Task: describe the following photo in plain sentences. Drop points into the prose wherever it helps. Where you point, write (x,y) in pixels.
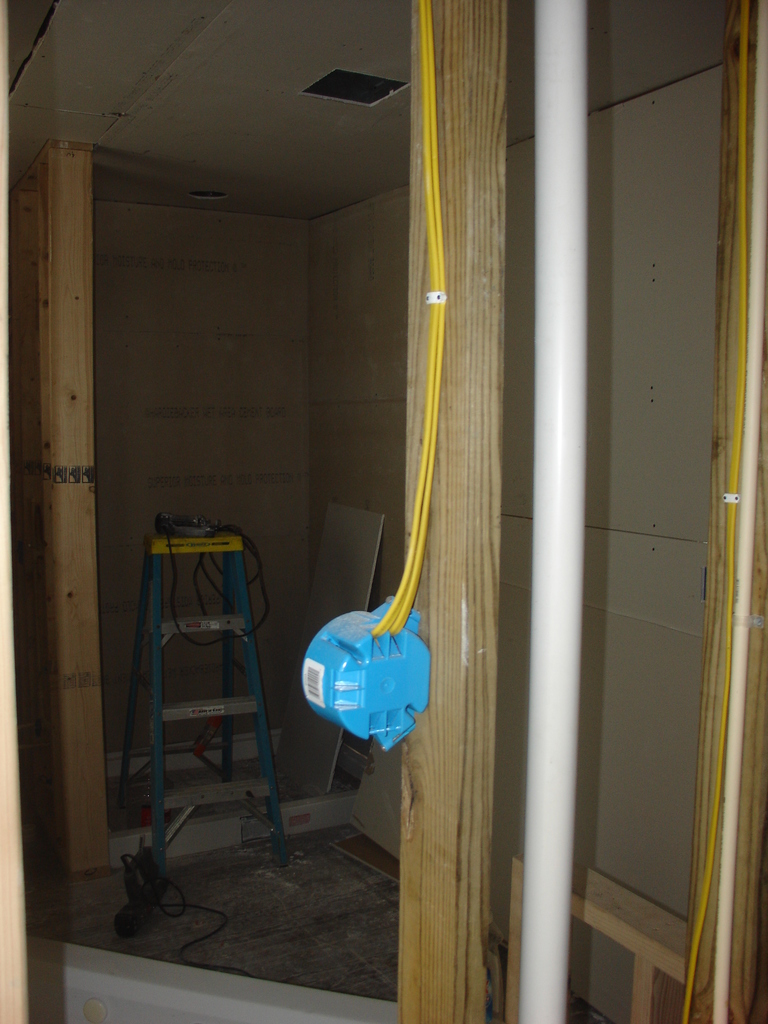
In this image, I can see an object (397,689) and cables (736,392) to the wooden poles (412,916). There are tools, boards (327,723), a wooden object (591,902), a ladder (163,855) and few other objects (174,917) on the floor (298,924). At the top of the image (142,69), I can see a ceiling (176,56).
